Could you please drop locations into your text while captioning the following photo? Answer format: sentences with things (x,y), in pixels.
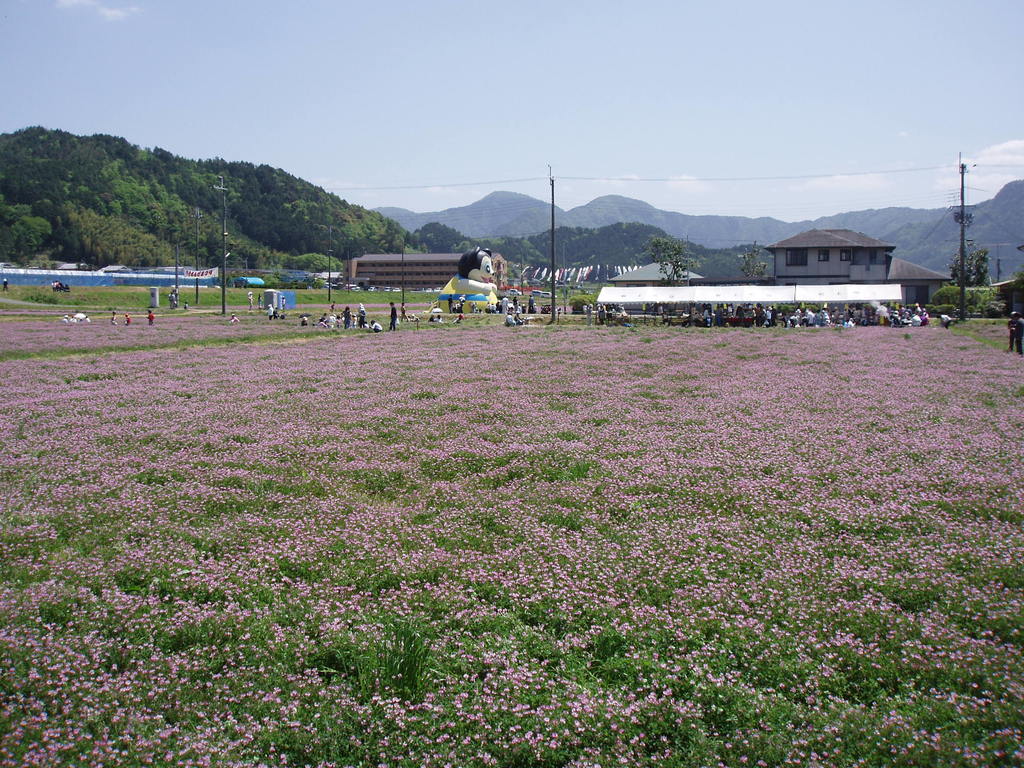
In this picture we can see there are plants (370,494) with flowers (425,411). Behind the plants (355,406) there are groups of people (718,324), houses (418,264), an inflatable object (464,287) and electric poles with cables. Behind the houses (442,274) there are trees (434,225), hills (493,209) and the sky (511,89).
